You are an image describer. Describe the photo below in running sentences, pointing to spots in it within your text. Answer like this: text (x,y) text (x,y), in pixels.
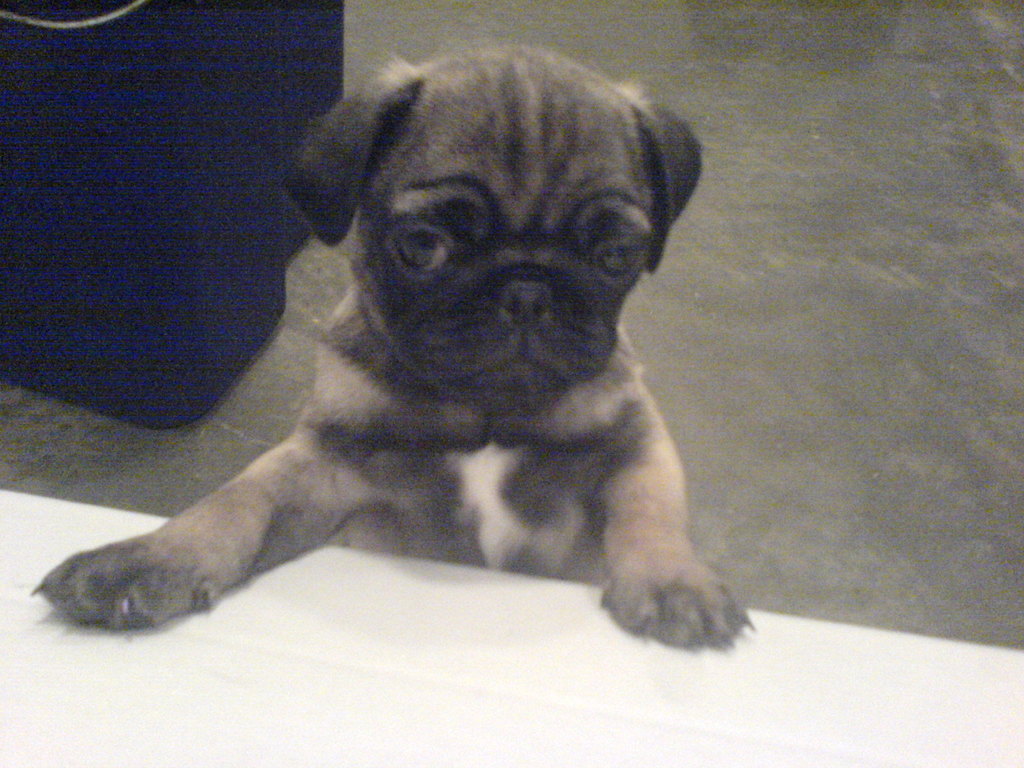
In this picture, we see a dog (626,269) and it is trying to put its legs (259,516) on the white table (315,687). In the left top (277,122), we see an object (201,162) which looks like a box (197,321). It is in blue color. In the background (825,450), we see the floor (872,325).
